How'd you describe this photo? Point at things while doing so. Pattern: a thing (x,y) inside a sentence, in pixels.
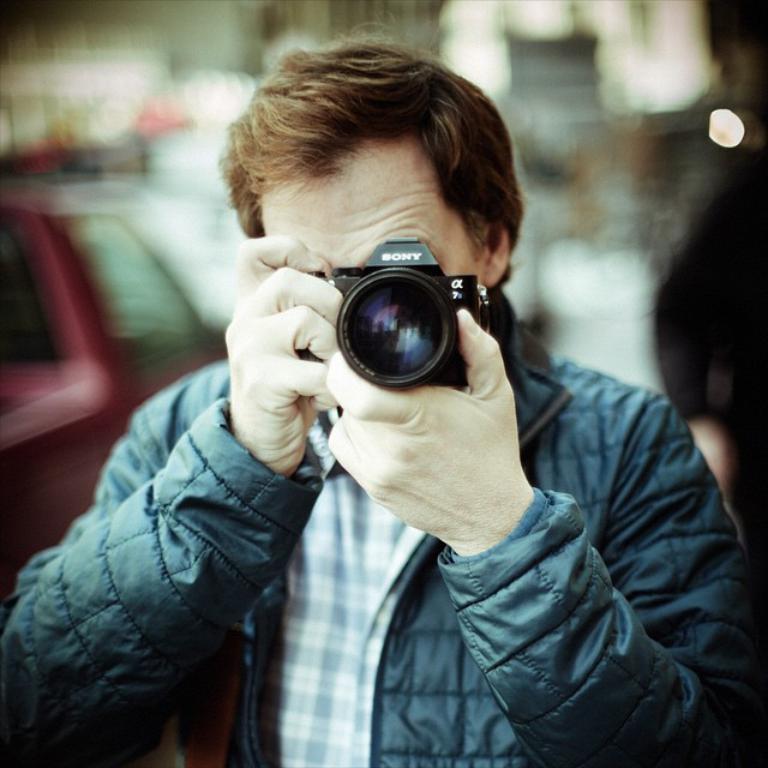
In this image there is a man (424,458) who is taking the pictures with the camera (381,343). In the background (127,159) there is blur. The man (377,585) is wearing the blue color jacket (585,593) and holding the camera (442,374) with both the hands (299,410), in front of his face (408,160).
